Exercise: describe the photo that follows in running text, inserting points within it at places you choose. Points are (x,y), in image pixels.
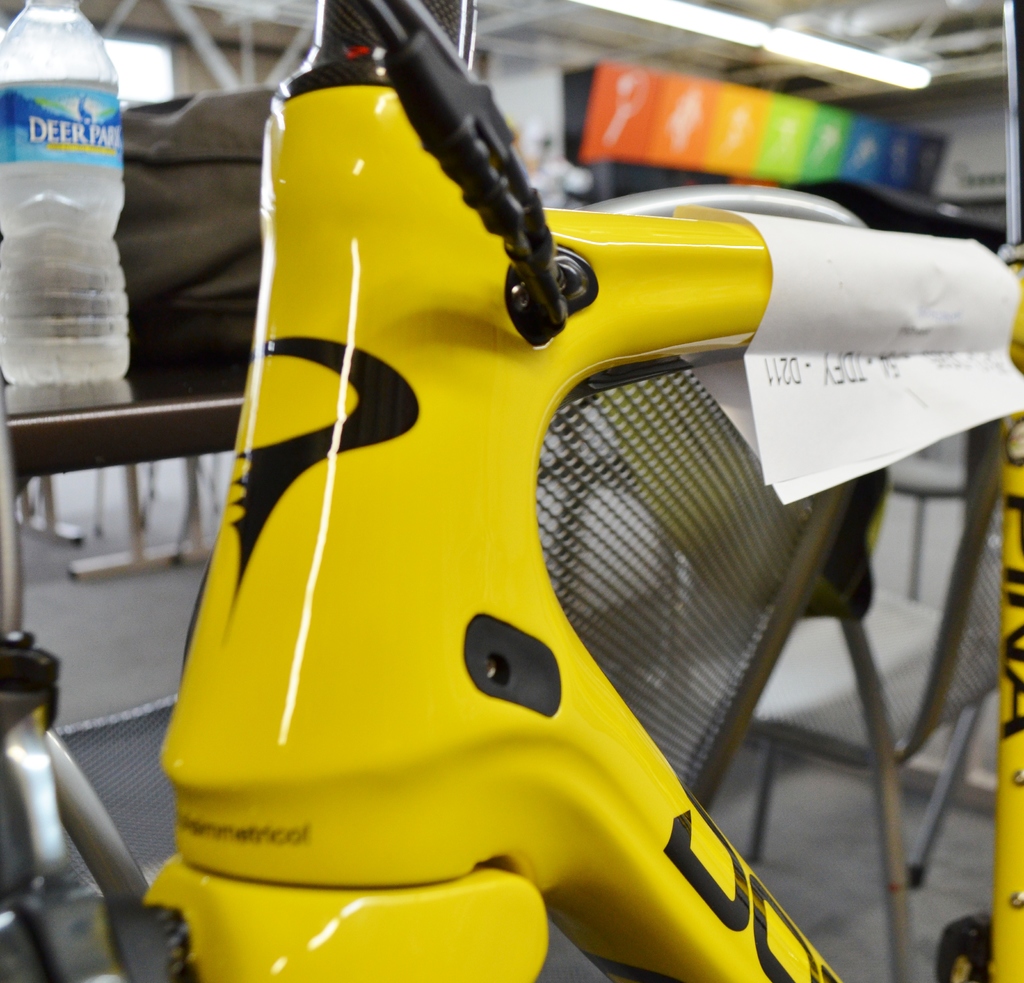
This is a bicycle (399,449), behind it there is a water bottle (92,237), bag (197,263) on a table (73,457). In the background (704,128) there is a hoarding (721,97) and lights (594,2).
